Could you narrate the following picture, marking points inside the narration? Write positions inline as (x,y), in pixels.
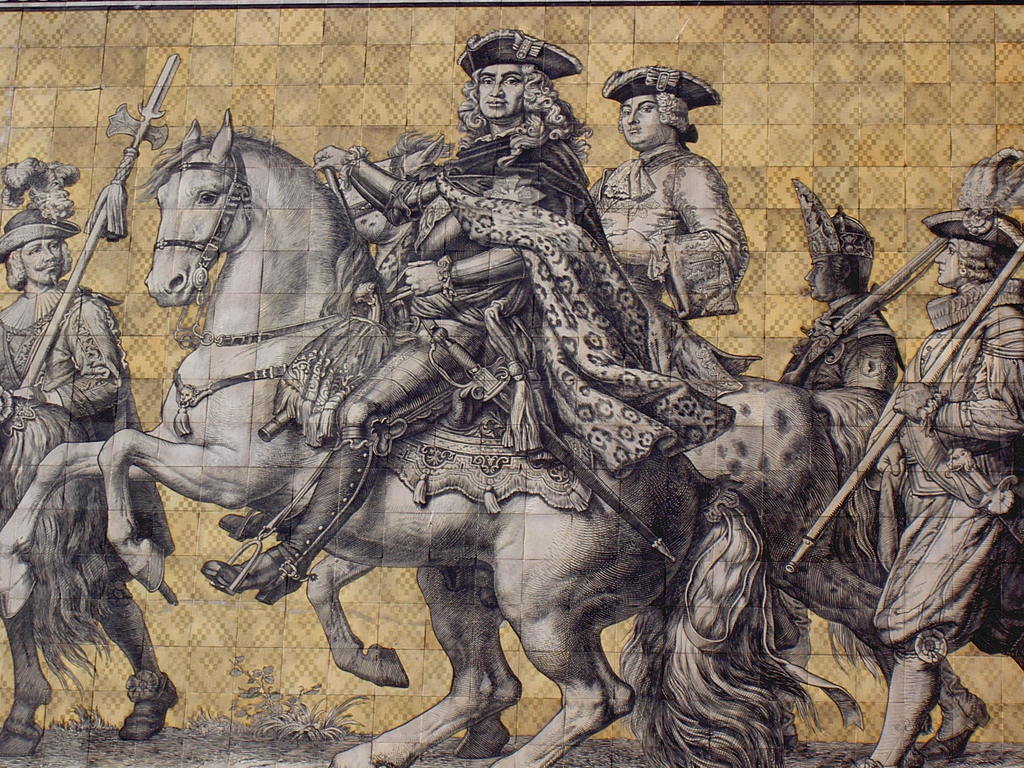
This image is an edited image in which there are persons (509,316) riding a horse (834,474) and there are persons (940,428) walking.
